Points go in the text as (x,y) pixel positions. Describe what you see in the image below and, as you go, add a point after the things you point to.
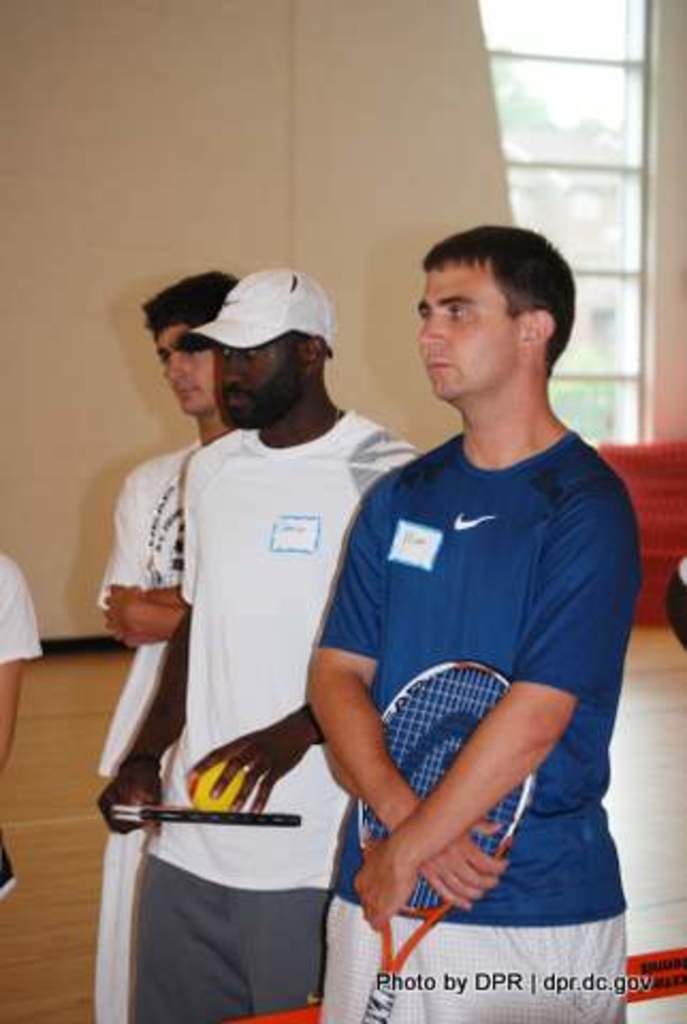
In this image there are some persons (220,586) standing in the bottom of this image (532,694). The person (469,624) standing on the right side of this image (490,577) is wearing blue color t shirt (494,548) and holding a racket (431,780), and there is a person (269,558) in middle (282,541) is wearing white color t shirt (303,483) and holding a bat (221,818) and ball (228,792). There is one another person (155,558) on the left side (140,530) is also wearing white color t shirt (138,515). There is a wall (269,214) in the background (353,139). there is some text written in the bottom of this image (505,988).
